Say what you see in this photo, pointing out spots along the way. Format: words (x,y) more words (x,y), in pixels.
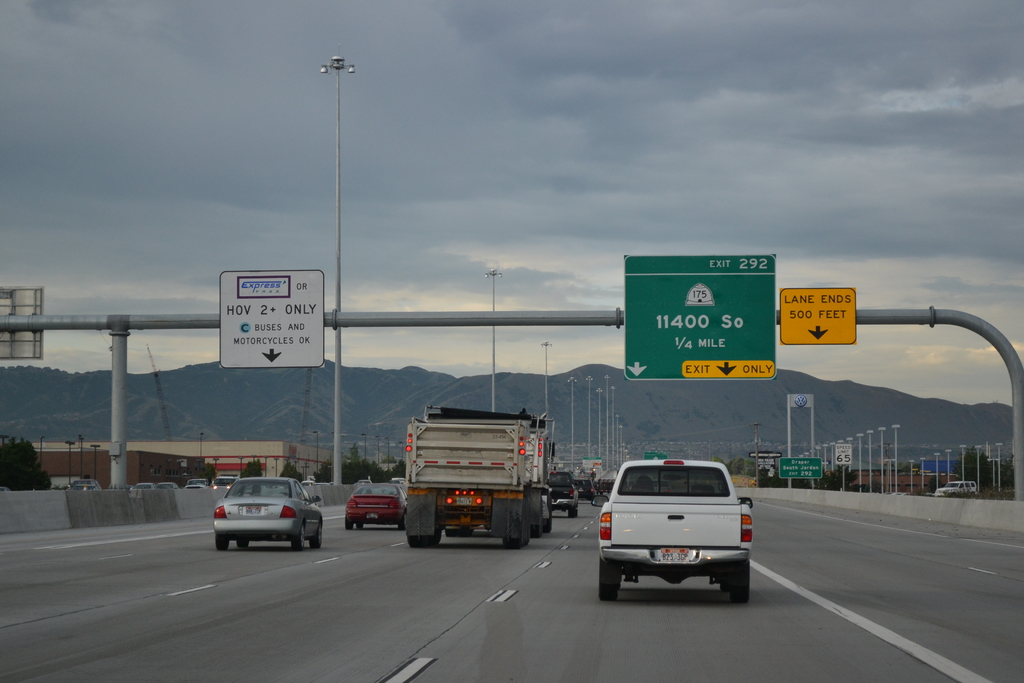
There are some vehicles (405,504) on the road (384,580) as we can see at the bottom of this image (587,565). There are some trees (934,490) and buildings (312,464) on the left side of this image (215,461), and right side of this image (886,476) as well. There is a mountain (199,400) in the background (369,408), and there is a sky (611,240) at the top of this image (504,175). We can see sign boards (222,324) in the middle of this image (645,326).
